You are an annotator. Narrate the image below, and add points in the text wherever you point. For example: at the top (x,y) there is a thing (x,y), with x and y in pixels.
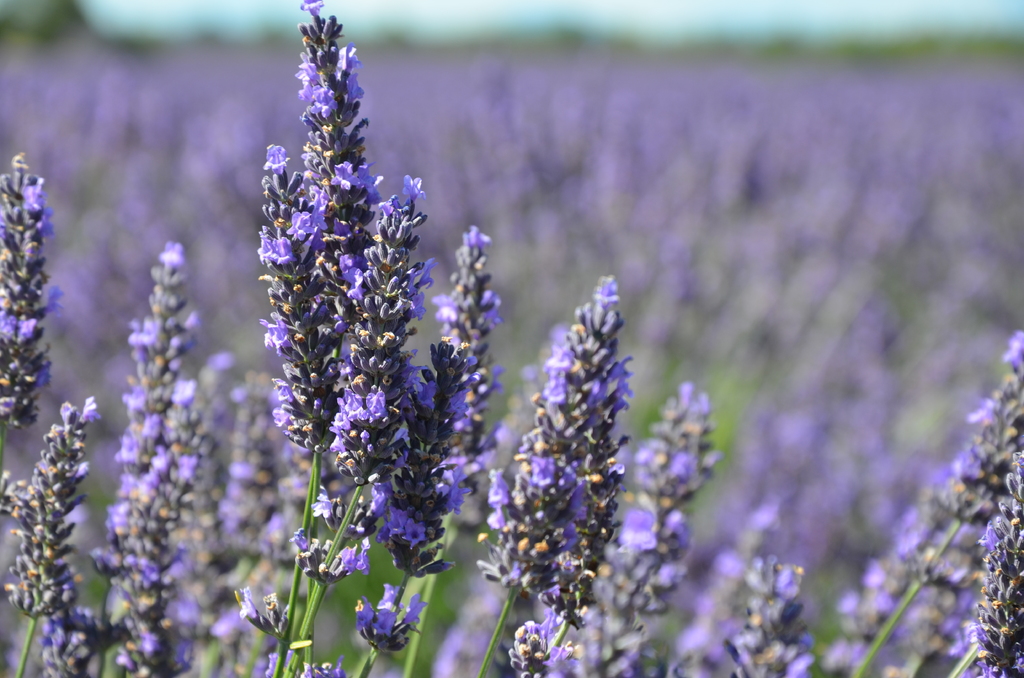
In the image we can see flower plants (452,302), the flowers (394,616) are purple in color, this is a sky (784,20).
